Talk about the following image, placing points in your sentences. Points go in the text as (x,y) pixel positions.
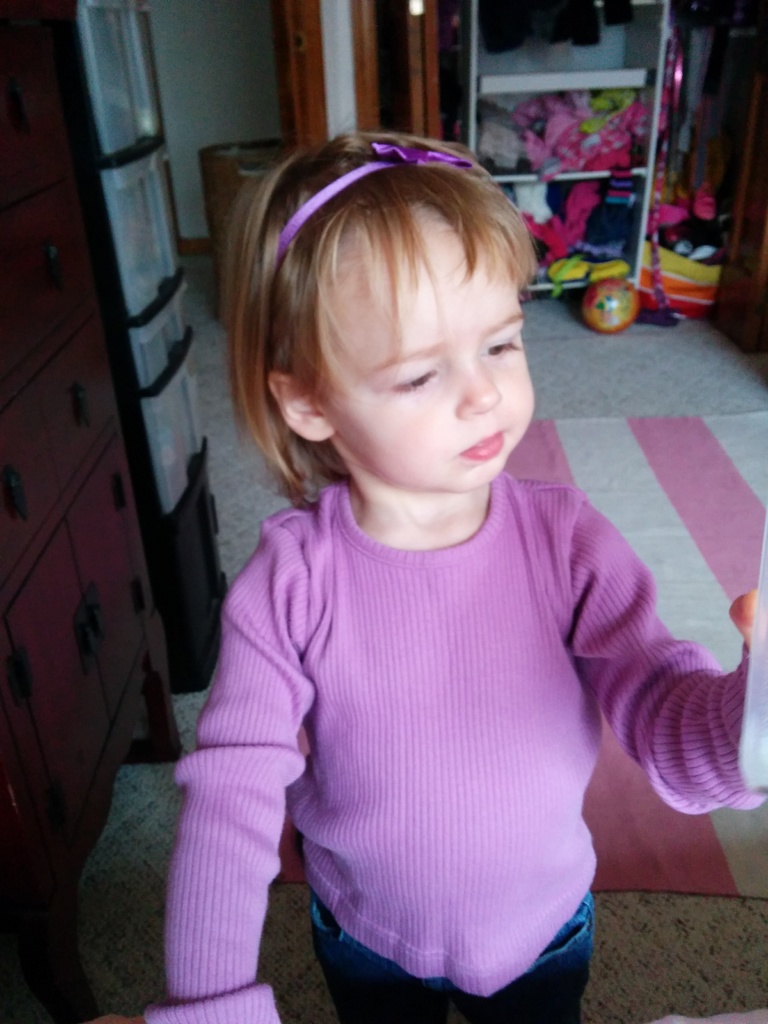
This is an inside view. Here I can see a girl (418,717) wearing a t-shirt (321,718) and standing. At the back of her I can see a mat (662,469) on the floor (594,393) and also there is a cupboard (44,451). In the background (498,73), I can see a rack (541,86) in which few clothes (576,182) are arranged and also there is a wall (198,106).
